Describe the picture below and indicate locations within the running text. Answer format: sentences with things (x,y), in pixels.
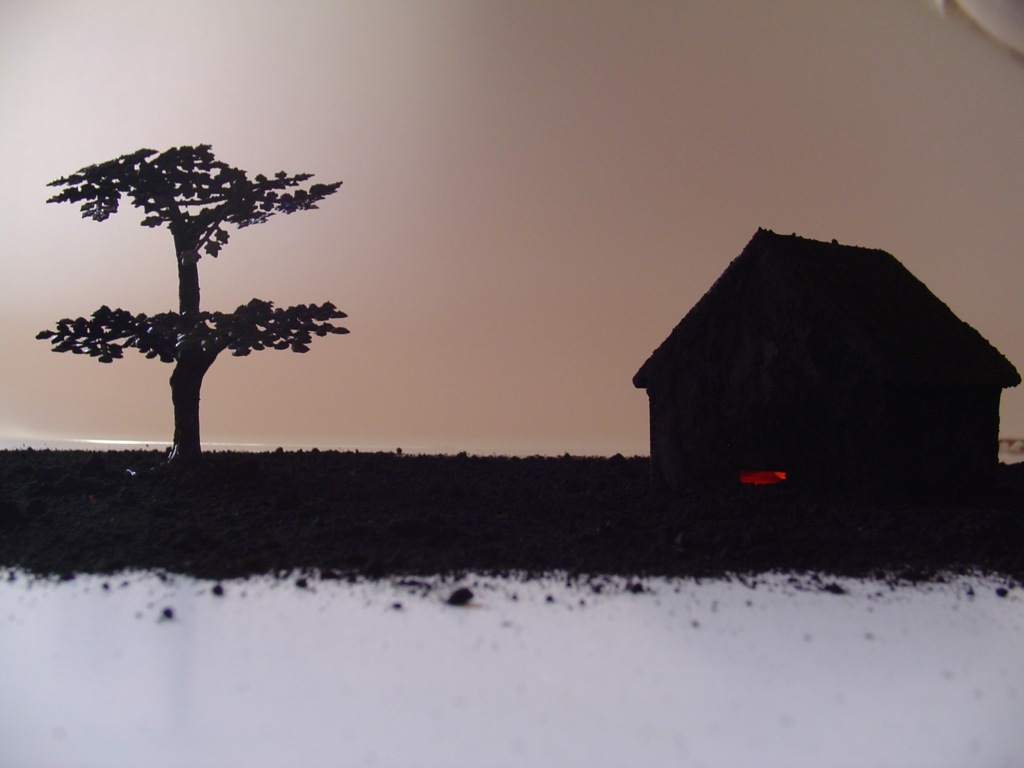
This image is taken indoors. At the top of the image (410,140) there is a backdrop (399,81). On the left side of the image (66,200) there is a tree (136,159). On the right side of the image (798,409) there is a hut (787,334). At the bottom of the image (251,590) there is a white surface (490,645).
